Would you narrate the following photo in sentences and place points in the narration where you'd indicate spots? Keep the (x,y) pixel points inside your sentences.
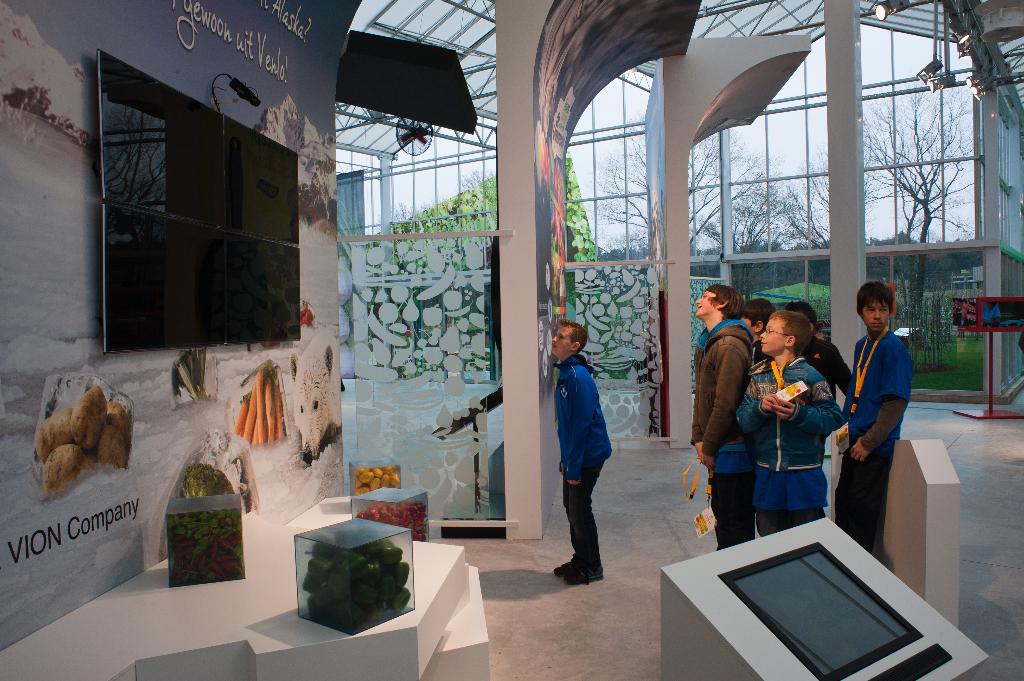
In this image, we can see a group of people (580,448) are standing on the floor (620,603). Here we can see some boxes (328,590) filled with items (204,529), vegetables (395,515). Here there is a screen (832,651). Left side of the image (269,239), we can see a banner (142,356), screens (222,279), camera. Top of the image (428,39), there is a roof (459,34) with glass (464,40). Through the glass (608,185), we can see the outside view. There are so many trees (813,271), plants (933,326), grass (949,373) we can see here.
